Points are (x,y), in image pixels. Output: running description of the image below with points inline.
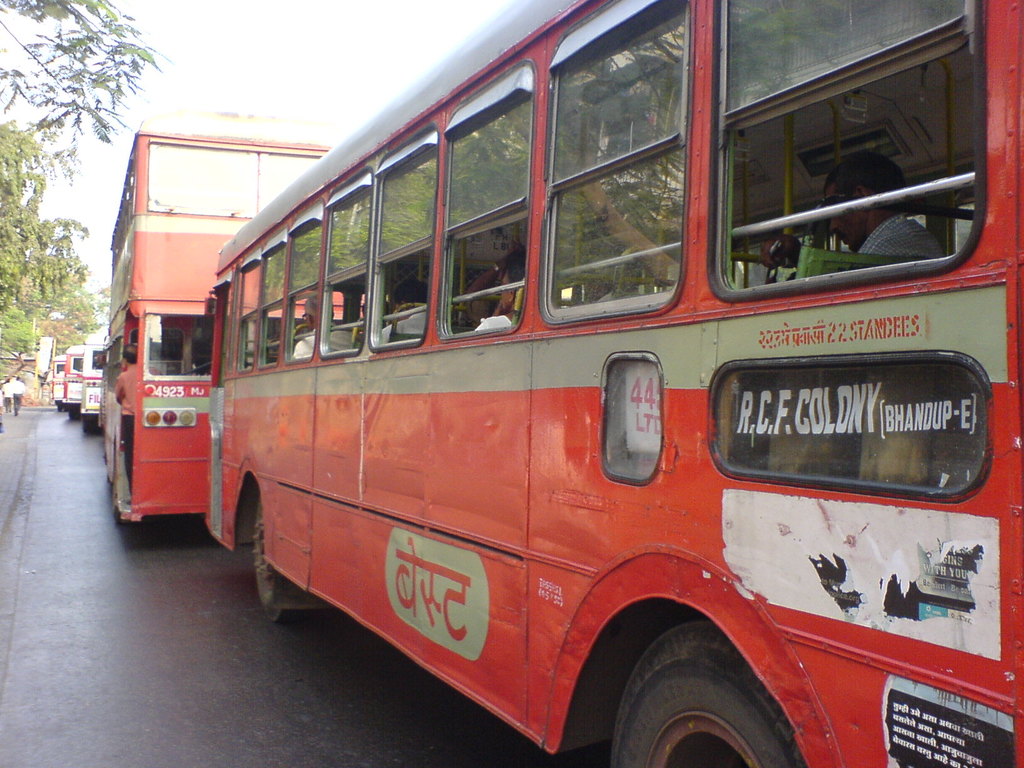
In the center of the image (493,313) there are red color buses (235,525) on the road (116,561). At the top of the image (311,43) there is sky (244,33). To the left side of the image (90,32) there are trees (31,234).
